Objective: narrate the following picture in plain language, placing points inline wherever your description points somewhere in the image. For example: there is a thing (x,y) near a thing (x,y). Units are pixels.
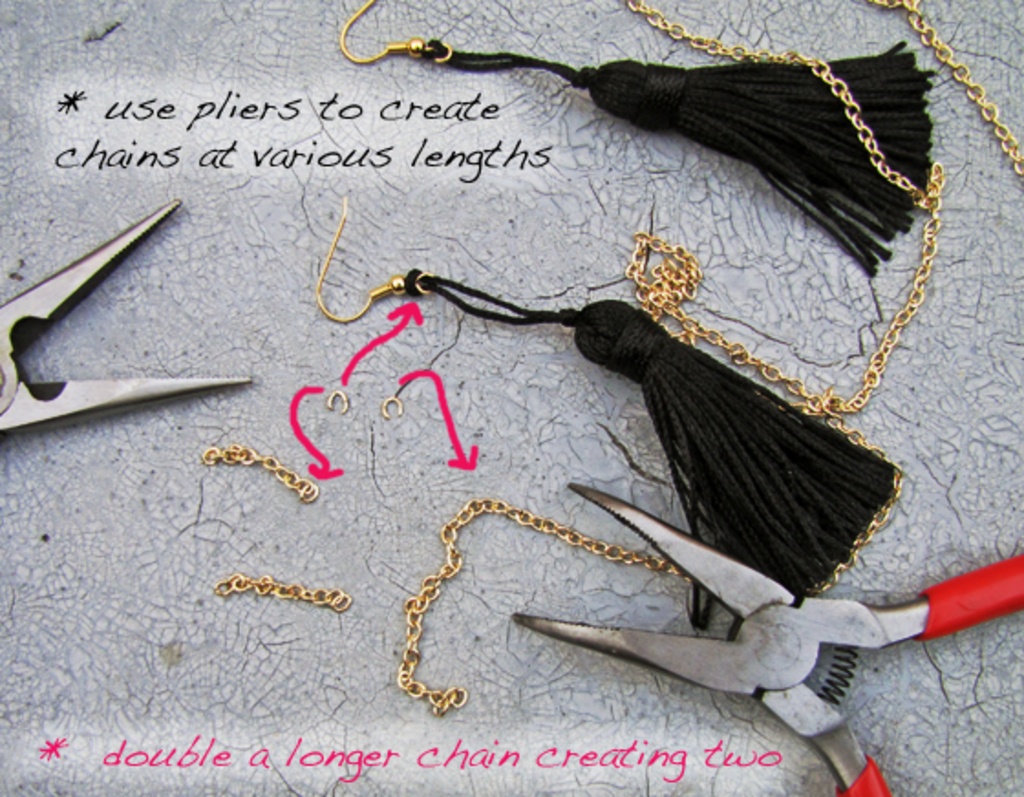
In this image we can see earrings (820,488), cutting plier (738,666) and another plier (45,316) placed on the surface (326,545). There are chains (269,576) and we can see text (370,151) written.
